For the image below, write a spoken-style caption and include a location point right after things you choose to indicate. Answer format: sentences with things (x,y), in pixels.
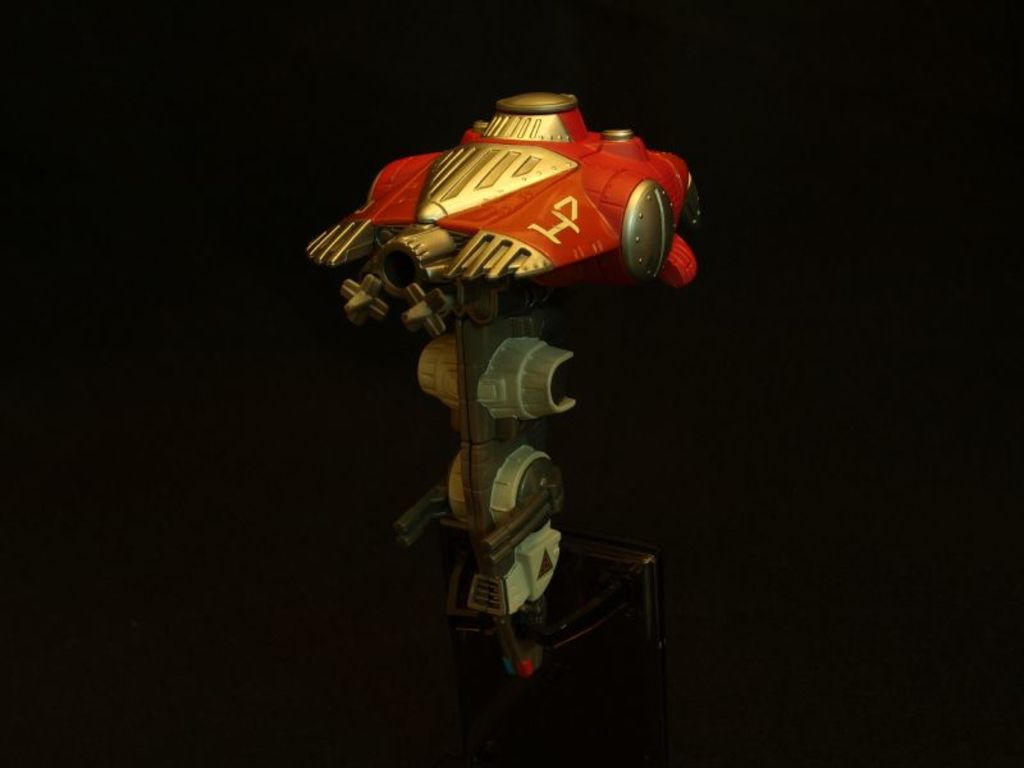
In this image I can see an object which is in white, red and gold color and I can see dark background (38,62).
